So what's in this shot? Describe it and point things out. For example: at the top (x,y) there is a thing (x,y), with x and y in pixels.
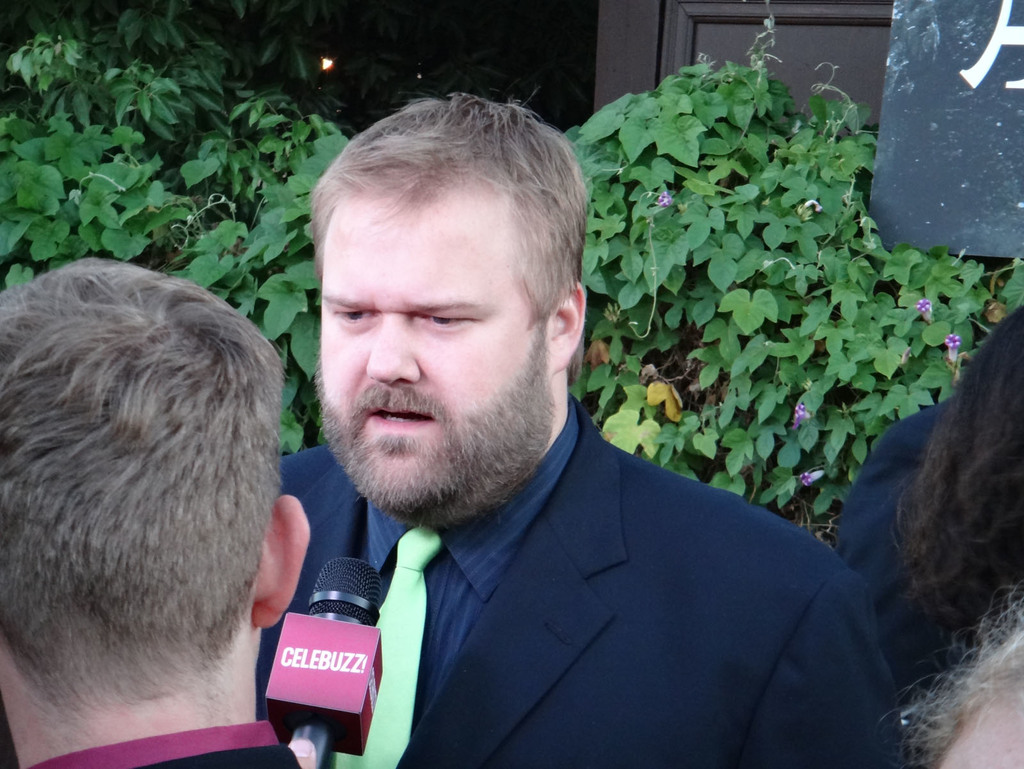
There is a person (666,585) in dark blue color coat (591,652), wearing a light green color tie (411,691), standing and speaking in front of a person (122,563) who is holding a mic (364,621). In the background (801,280), there are plants (115,96), near a building (609,14).
